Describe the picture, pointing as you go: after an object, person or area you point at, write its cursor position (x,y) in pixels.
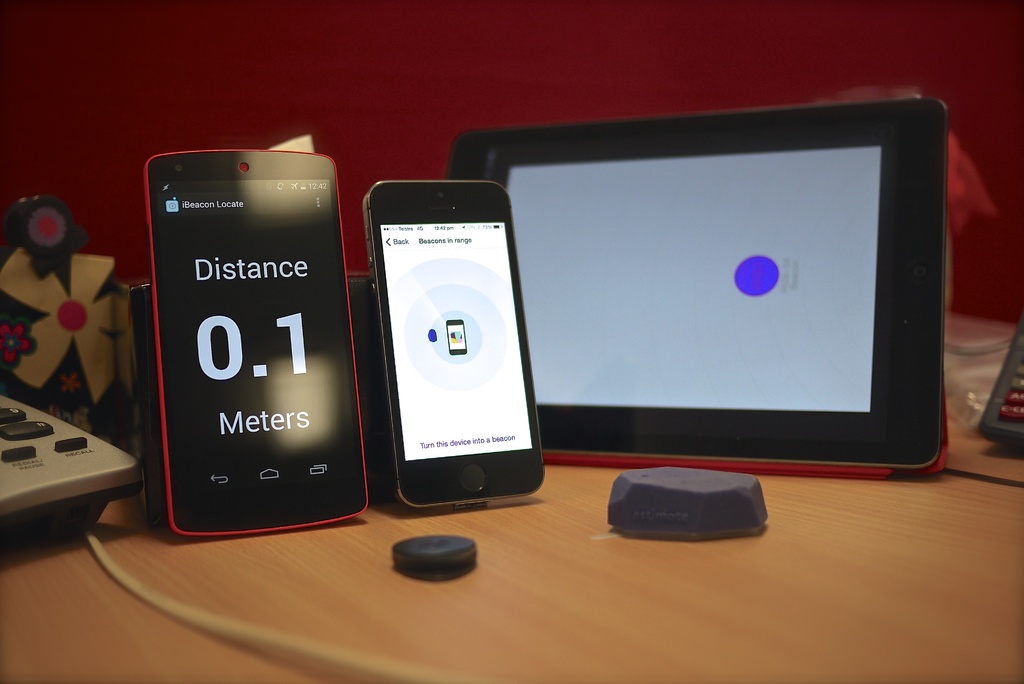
In this picture there are two cell phones (280,259) on the left side of the image (197,315) and there is a tablet (738,165) in the center of the image (605,270), which are placed on a table (777,620).
